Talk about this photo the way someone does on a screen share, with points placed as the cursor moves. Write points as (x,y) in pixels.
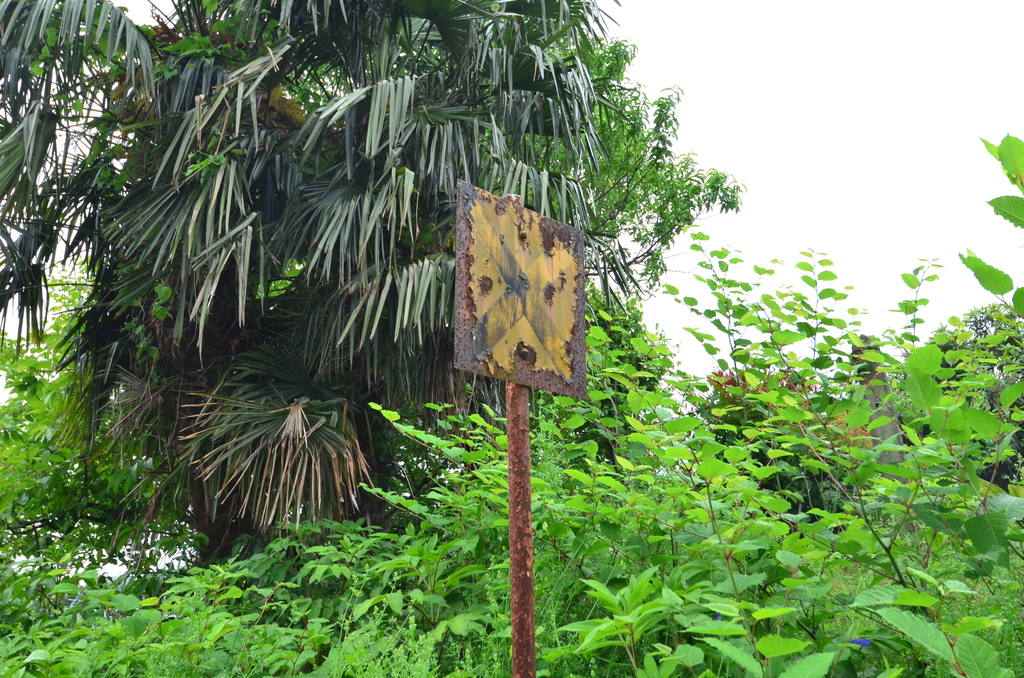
In this picture there is a pole (523,390) in the center of the image (520,248) and there is greenery (58,439) around the area of the image.
